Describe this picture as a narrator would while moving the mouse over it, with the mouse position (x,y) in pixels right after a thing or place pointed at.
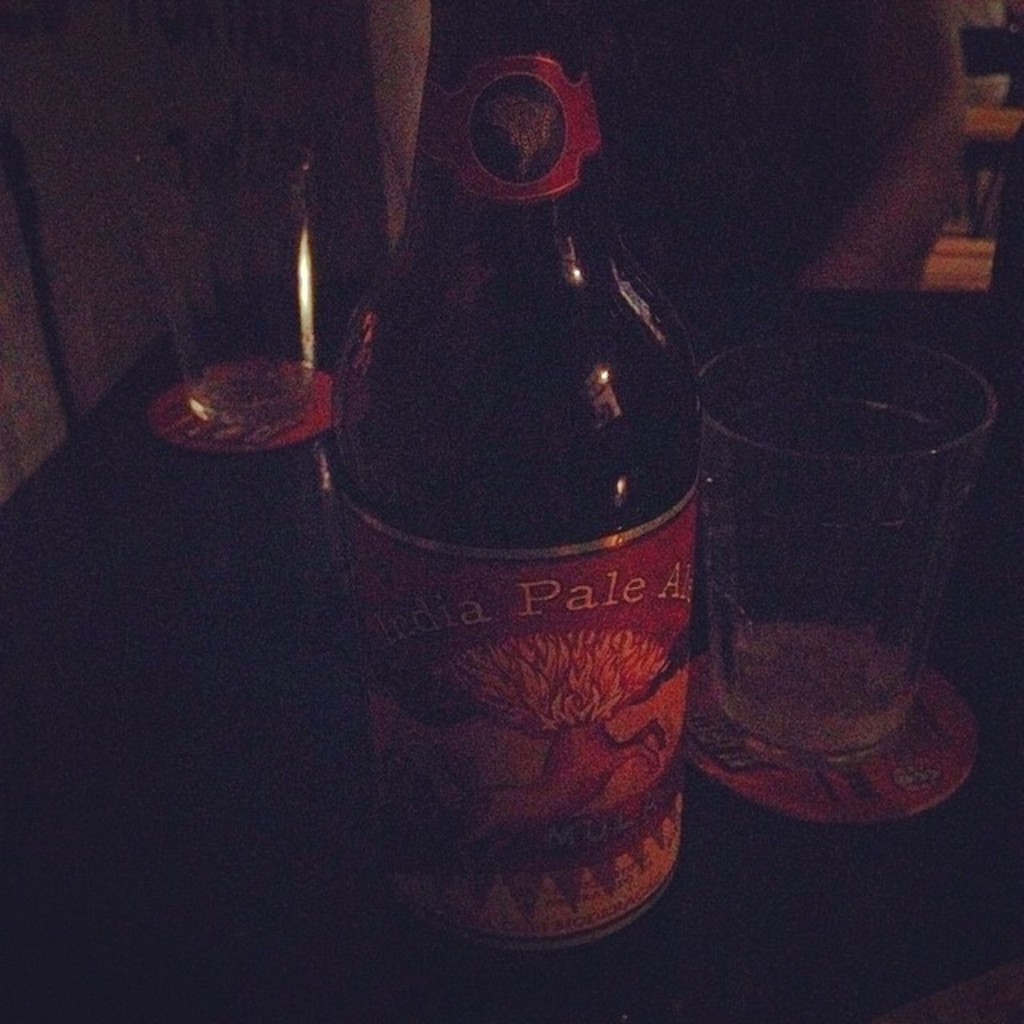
In the center of the image (624,452) there is a bottle (602,309). There are two glasses (298,389) on the table (202,962).
